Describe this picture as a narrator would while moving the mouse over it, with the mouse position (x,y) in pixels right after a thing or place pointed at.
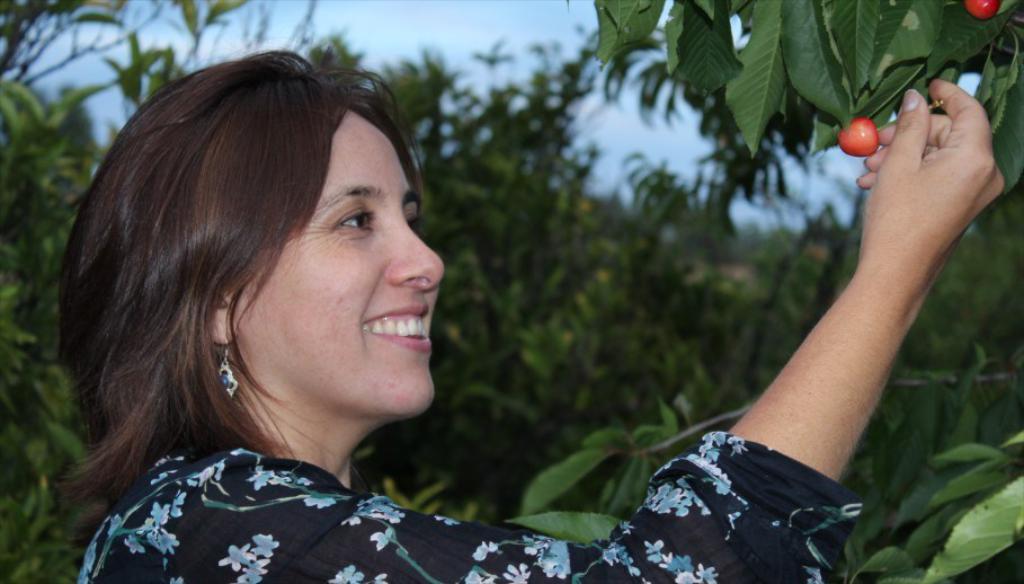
In this picture I can see there is a woman (244,543) and she is smiling and in the backdrop (978,258) there are few other trees (976,224) and the woman (894,263) is holding fruits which are on the tree (637,42).
